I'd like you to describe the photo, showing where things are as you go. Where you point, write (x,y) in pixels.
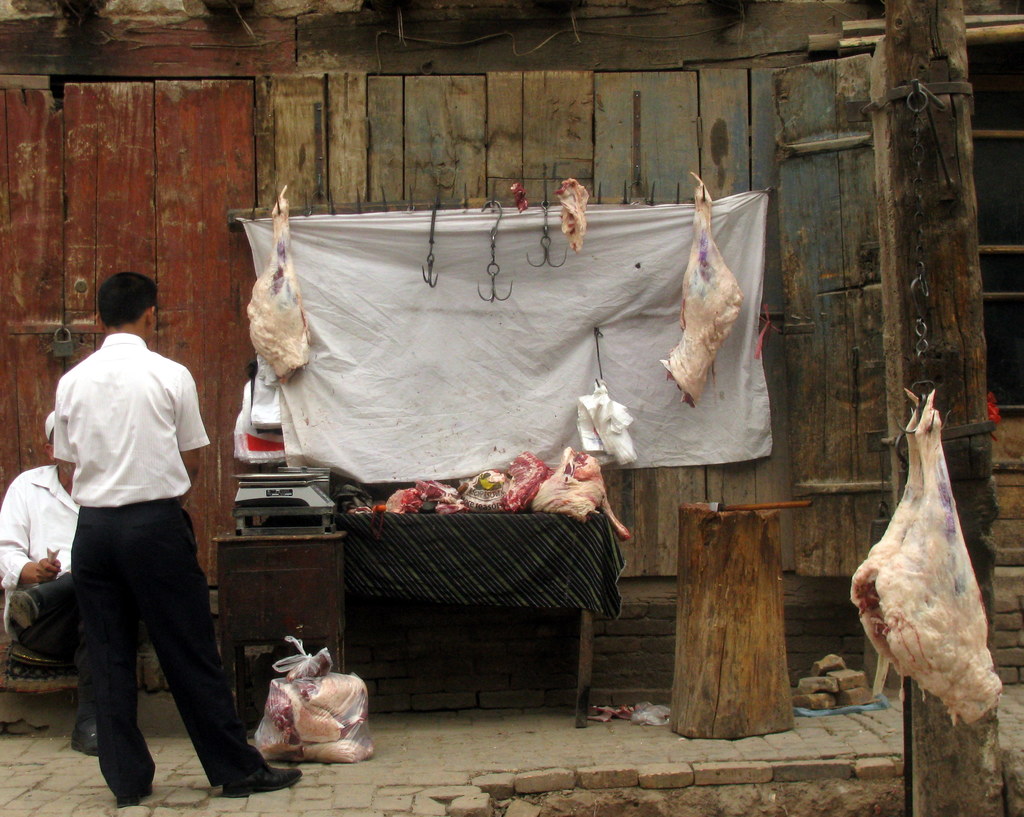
In the image we can see meat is hanging on poles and wall (401,184) and there is a banner (486,449). In the middle of the image (458,535) there is a table (260,540), on the table (277,530) there is meat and electronic device (326,479). On the left side of the image (137,340) a man (120,455) is standing. In front of him a person (54,446) is sitting. Behind them there is a wooden wall (21,50).
